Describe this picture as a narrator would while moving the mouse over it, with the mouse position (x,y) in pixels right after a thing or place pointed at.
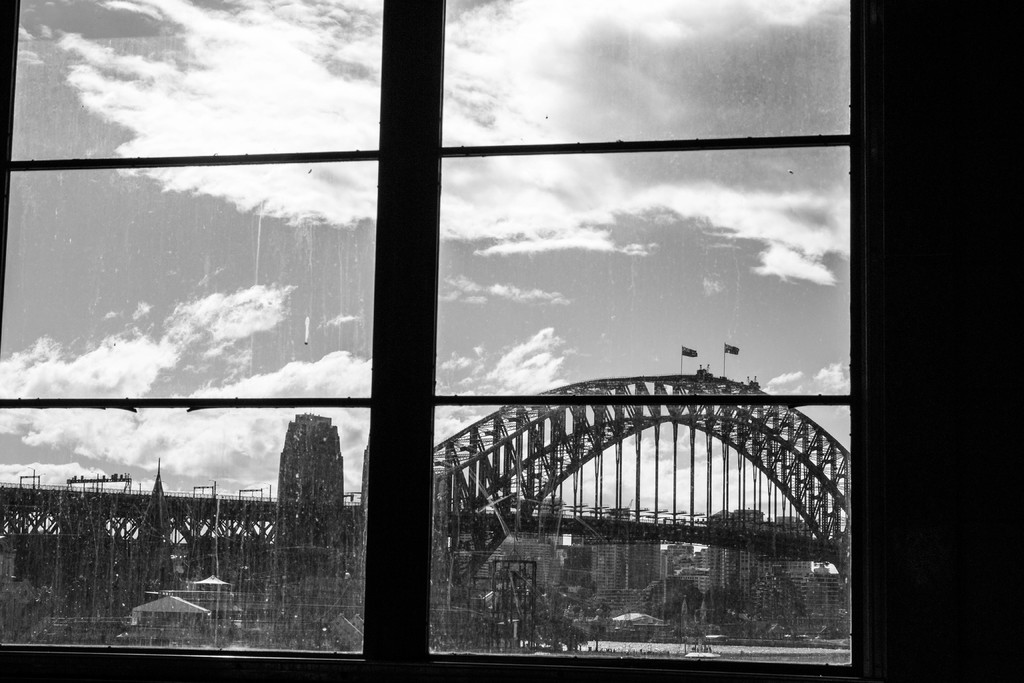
In this picture there is a window (272,265) in the center of the image (582,434) and there are trees (117,585), bridges (470,476), and flags (730,346) outside the window (423,531).
